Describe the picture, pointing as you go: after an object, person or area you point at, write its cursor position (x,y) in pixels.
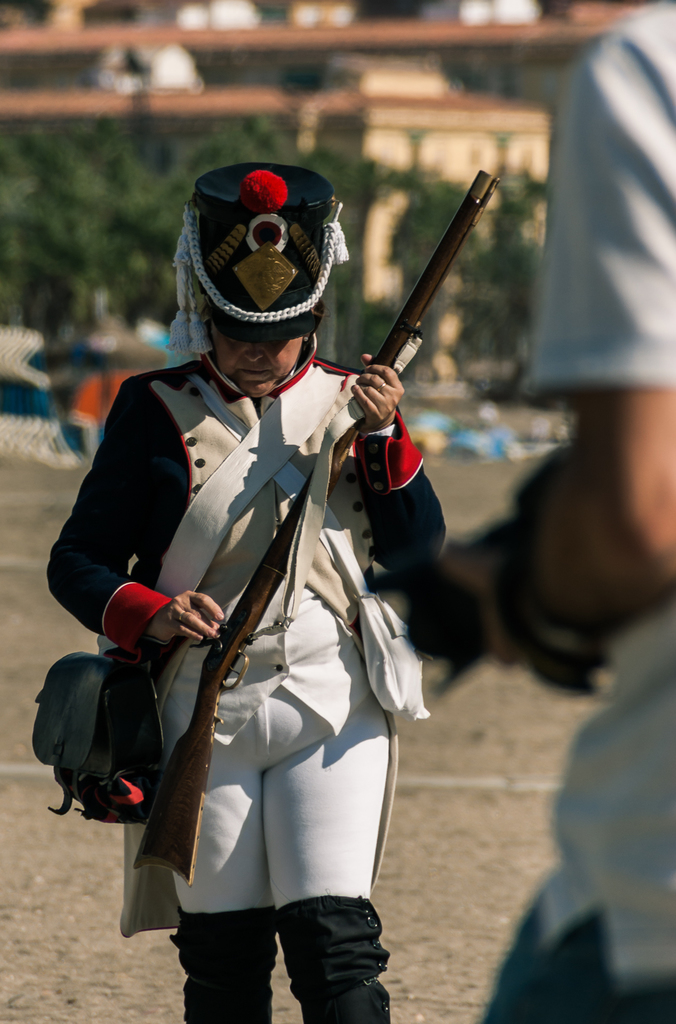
In this image I can see a person (213,792) standing and the person (213,792) is wearing black and white dress (167,662) and holding a gun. In front (619,532) I can see the other person (552,385) standing, background (71,183) I can see trees (189,187) in green color, a building (379,100) in brown color.
